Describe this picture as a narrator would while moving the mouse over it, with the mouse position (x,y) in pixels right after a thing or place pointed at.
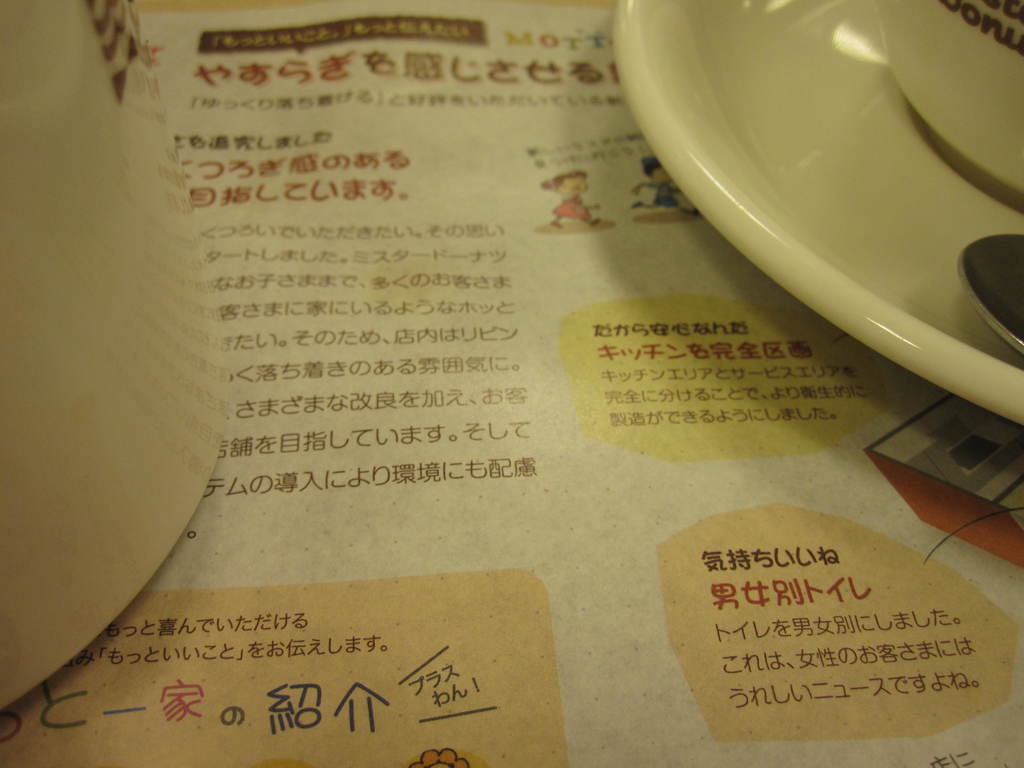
In the image there is a paper (432,431) with few images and there is something written on it. In the top right corner of the image (716,119) there is a saucer (970,200), spoon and also there is a cup (923,68). On the left side of the image (104,256) there is a white color object (76,306).
